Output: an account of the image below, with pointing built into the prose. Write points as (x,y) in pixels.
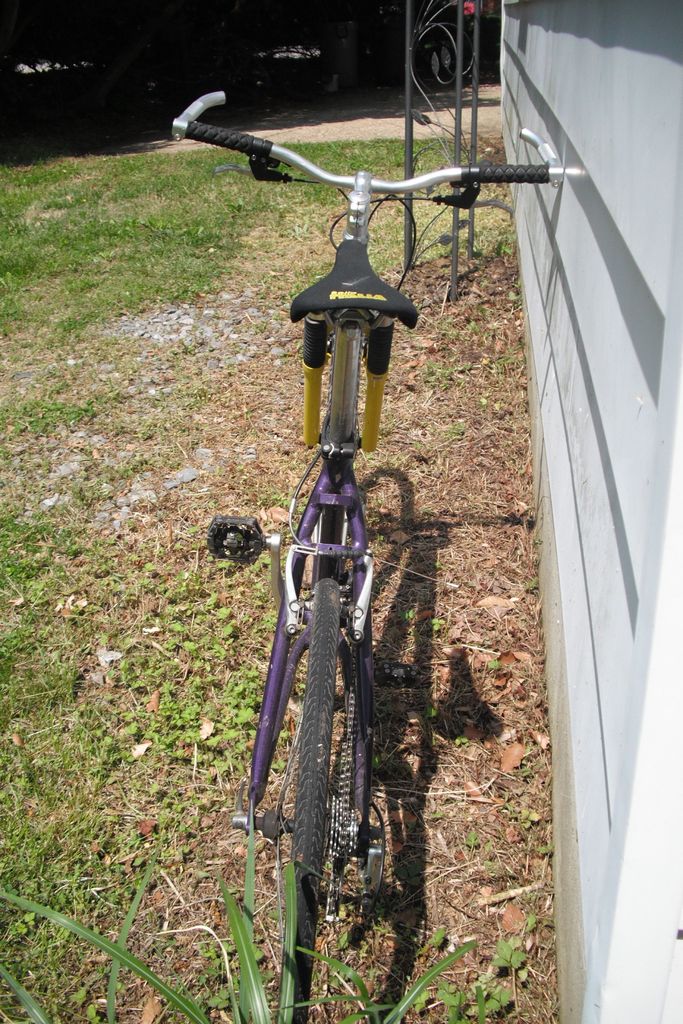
On this surface (155,364) there is a grass (83,697). Beside this wall (678,185) we can see bicycle (351,295). In-front of this bicycle (358,183) there are rods (458,49).
